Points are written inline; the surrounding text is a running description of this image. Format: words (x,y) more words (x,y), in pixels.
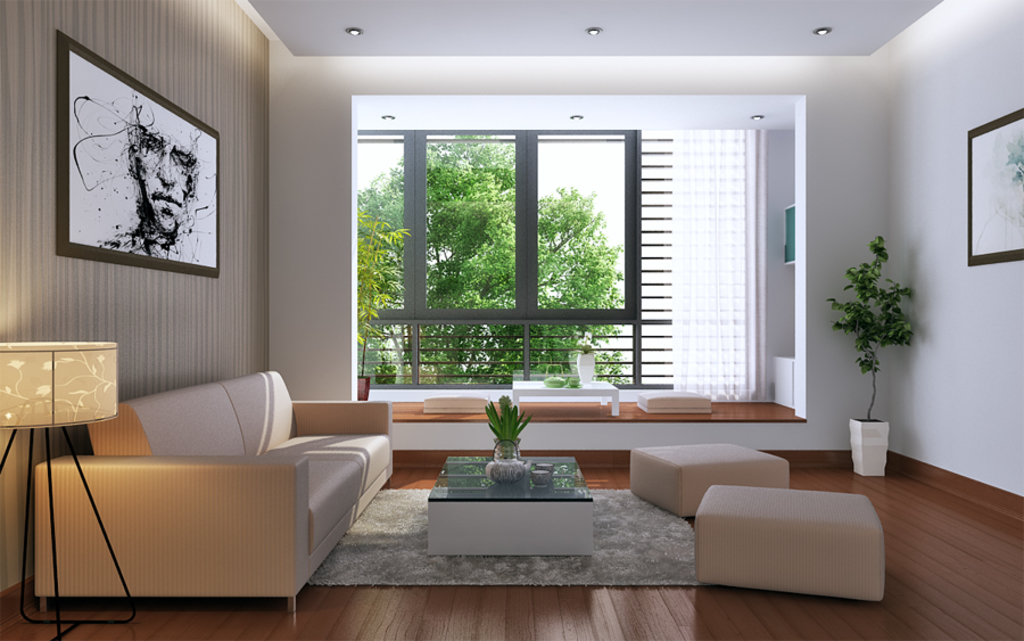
In this picture we can see the inside view of a building (725,29). This is sofa (345,448). There is a table (540,527). Here we can see a plant (900,303) and this is wall (290,126). And there are frames (980,209). On the background (424,364) there are trees (452,354) and this is glass (541,156).
